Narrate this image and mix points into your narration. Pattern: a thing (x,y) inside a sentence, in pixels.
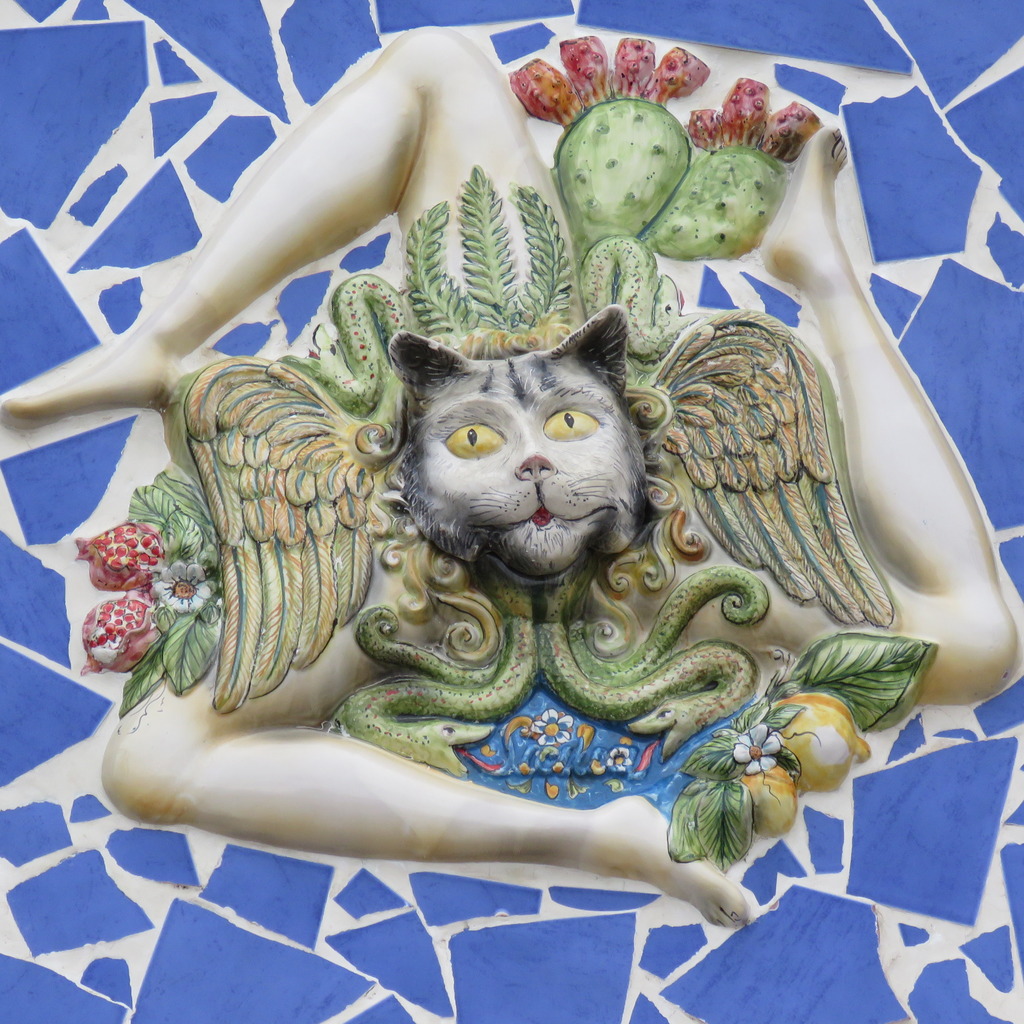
In the picture there is a sculpture (489,584) and in between the sculpture (460,470) there is a face (418,447) of a cat (532,498). Behind the sculpture (93,637) there is a blue and white wall (196,893).
